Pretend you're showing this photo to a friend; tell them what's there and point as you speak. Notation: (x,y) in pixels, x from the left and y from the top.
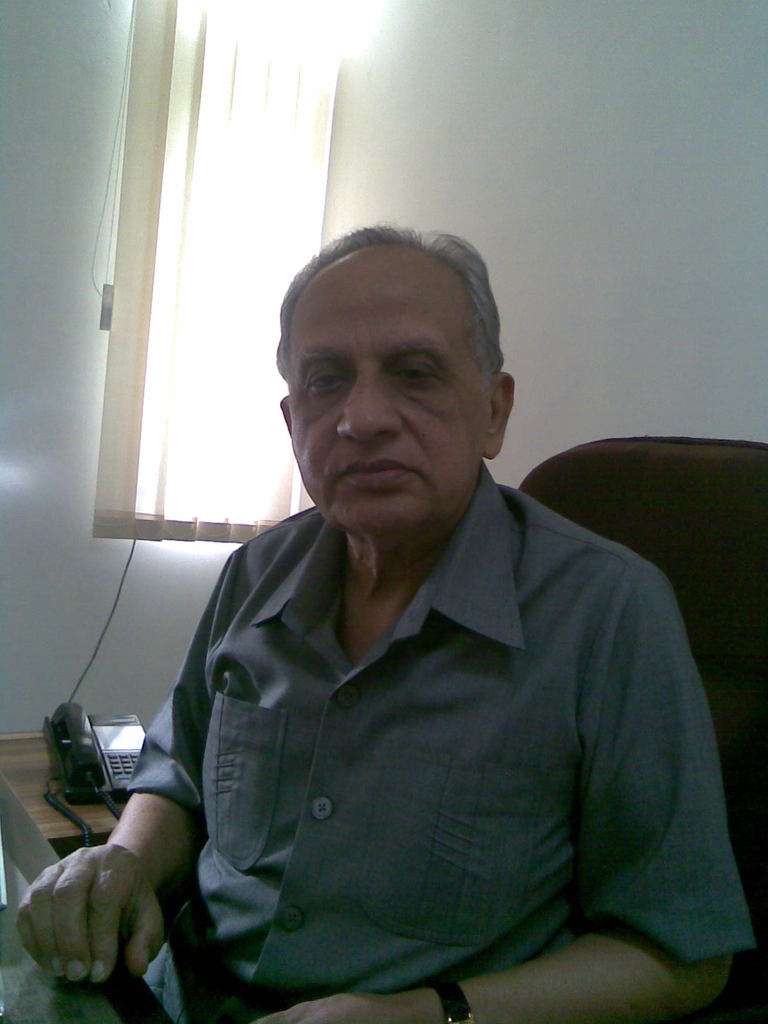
In this image we can see a person (384,649) sitting on a chair (746,986). In the background of the image (378,109) there is wall (427,151) with a curtain (159,357). There is a table (13,855) on which there is a phone (52,759).
